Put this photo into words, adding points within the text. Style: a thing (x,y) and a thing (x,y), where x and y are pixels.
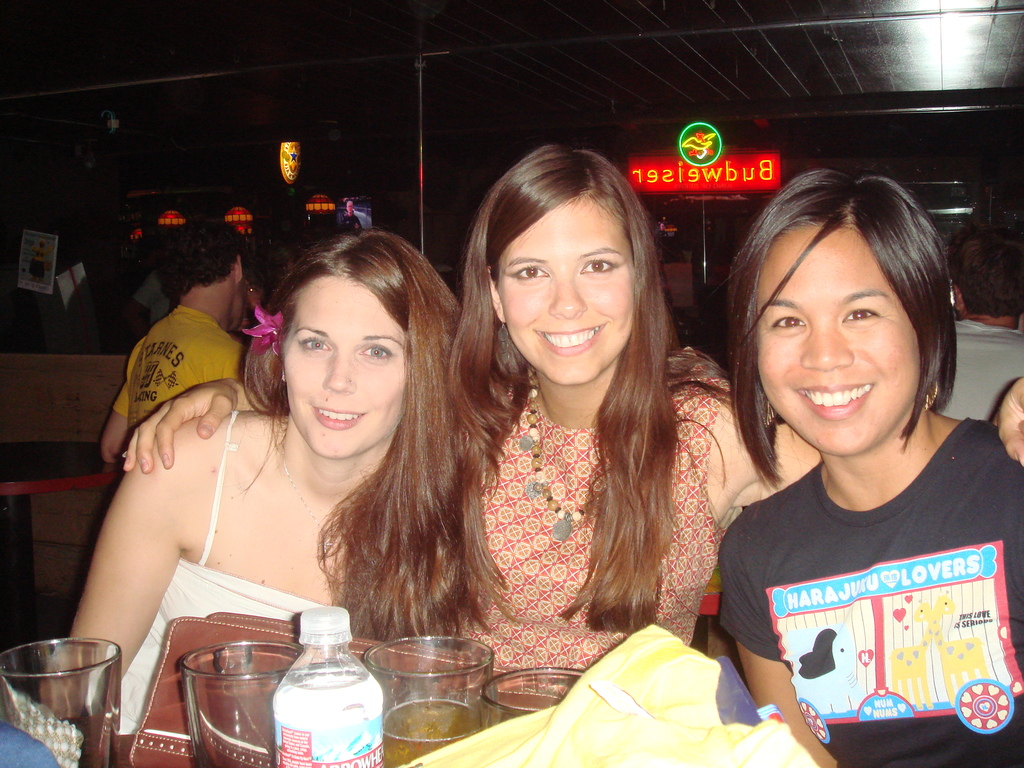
In this image i can see 3 woman (944,429) sitting next to each other and in the background (224,360) i can see few people (170,363) standing, board (676,174) and a roof (650,58).
